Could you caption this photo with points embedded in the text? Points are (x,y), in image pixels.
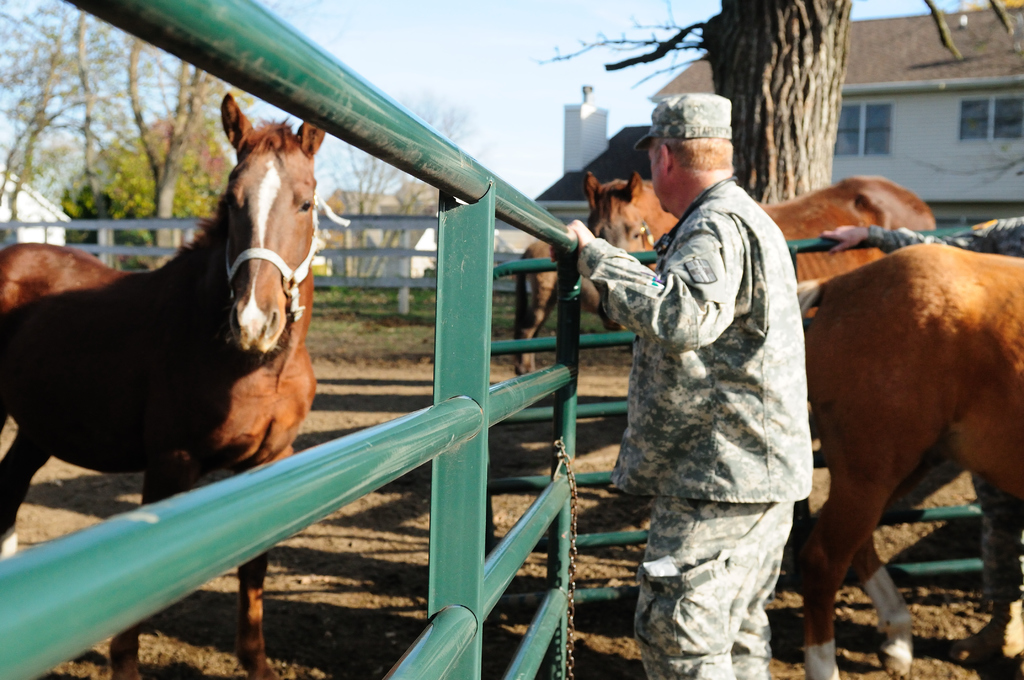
In the image I can see horses (301,211), fence (442,341) and a man (696,346) is standing. The man (672,252) is wearing a cap (661,137) and a uniform (739,442). In the background of the image (564,154) I can see trees (219,169), the grass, a house (572,194), the sky (426,52) and some other objects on the ground (338,322).
